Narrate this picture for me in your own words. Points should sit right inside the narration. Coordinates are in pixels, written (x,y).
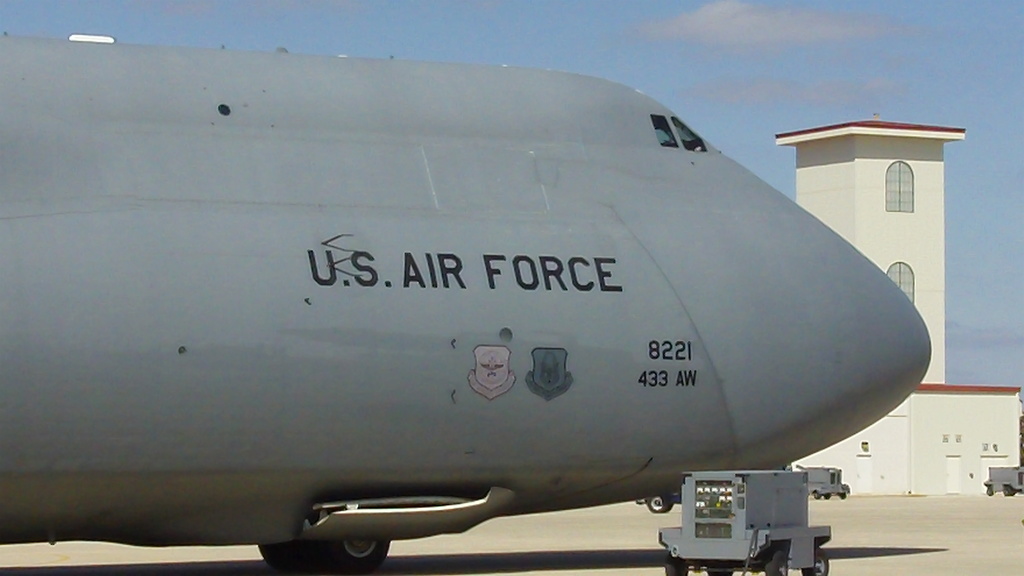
This image consists of an airplane (692,354). There is a building (856,223) on the right side (854,162). There is sky (759,99) at the top (596,20).
